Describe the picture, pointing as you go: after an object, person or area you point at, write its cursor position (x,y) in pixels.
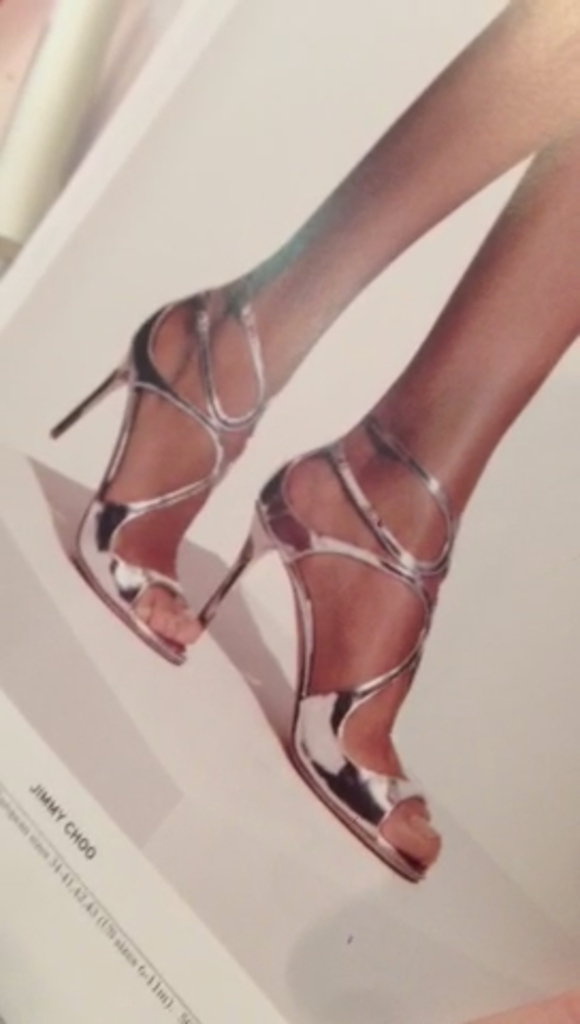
In this picture we can see a paper (147,256), in this paper (134,295) we can see legs (138,438) of a person (182,530) and some text (79,840).
